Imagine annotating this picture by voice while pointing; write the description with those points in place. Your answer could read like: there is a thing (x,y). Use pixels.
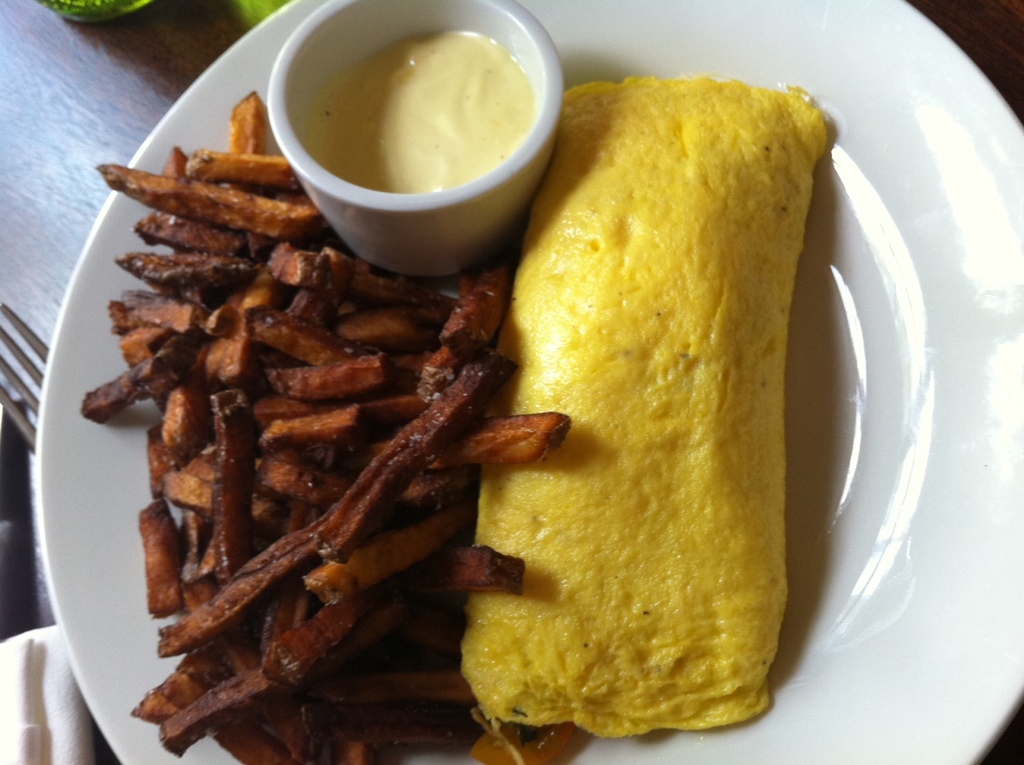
In this image, we can see food items (260,360) and a bowl (460,212) with sauce (480,108) are on the plate (871,626). In the background (97,15), there are some objects (32,711) on the table (234,25).
